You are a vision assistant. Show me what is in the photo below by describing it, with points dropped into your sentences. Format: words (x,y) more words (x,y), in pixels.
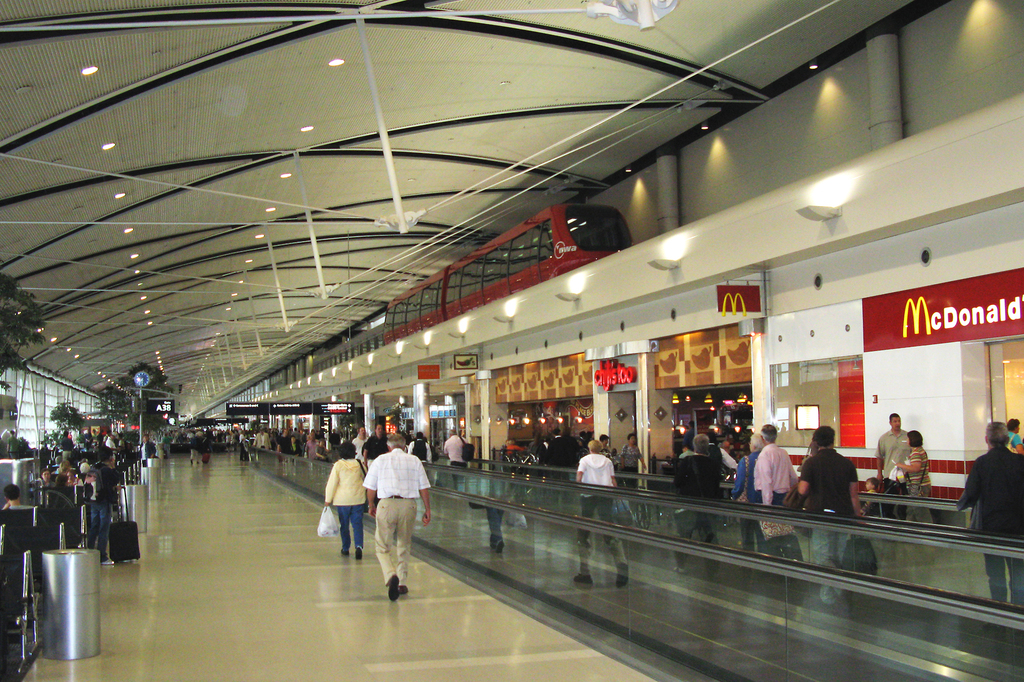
In the middle of the image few people (1016,500) are standing and walking and holding some bags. Behind them there are some banners (305,407) and there is fencing (629,498). At the top of the image (782,159) there is wall (694,165) and there is a locomotive (513,229). Behind the locomotive (535,262) there is roof (197,38) and lights (139,271). On the left side of the image (1,283) there are some plants (147,385) and poles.
